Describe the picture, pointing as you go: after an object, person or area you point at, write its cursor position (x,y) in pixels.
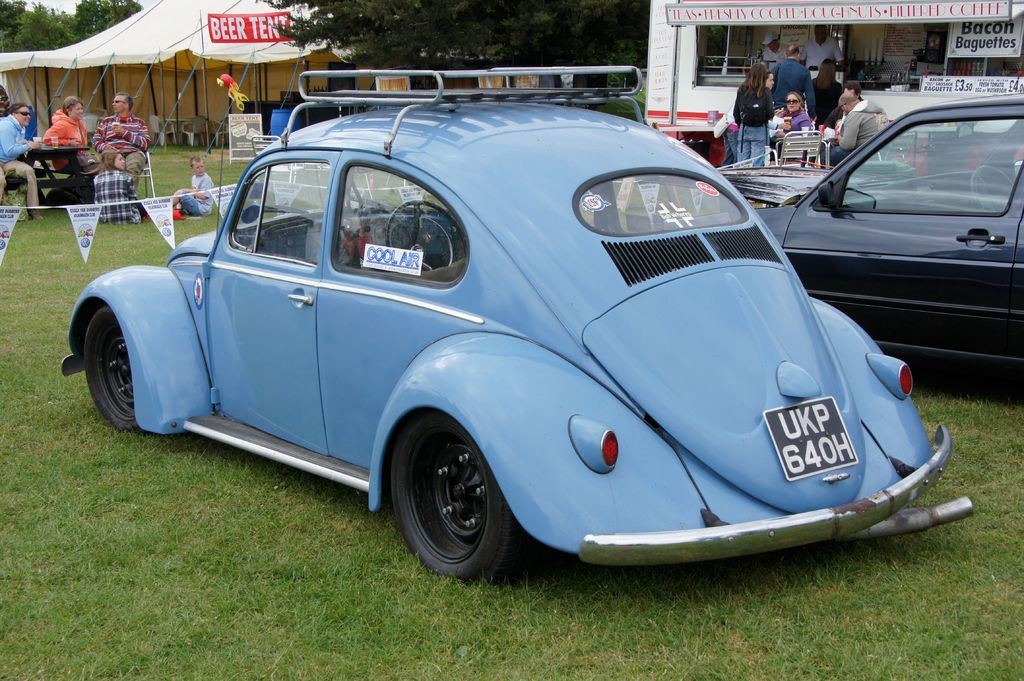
In the foreground of the picture (734,283) there are cars (437,390) and grass (346,566). On the left (193,174) there are people (59,135), table (59,149), chairs (184,131), trees (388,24), tent (38,58) and other objects (279,36). On the right (871,83) there are people (843,111), chairs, vehicle (858,54), boards (947,79) and other objects (919,68). In the center of the background (566,12) there are trees (488,18).
